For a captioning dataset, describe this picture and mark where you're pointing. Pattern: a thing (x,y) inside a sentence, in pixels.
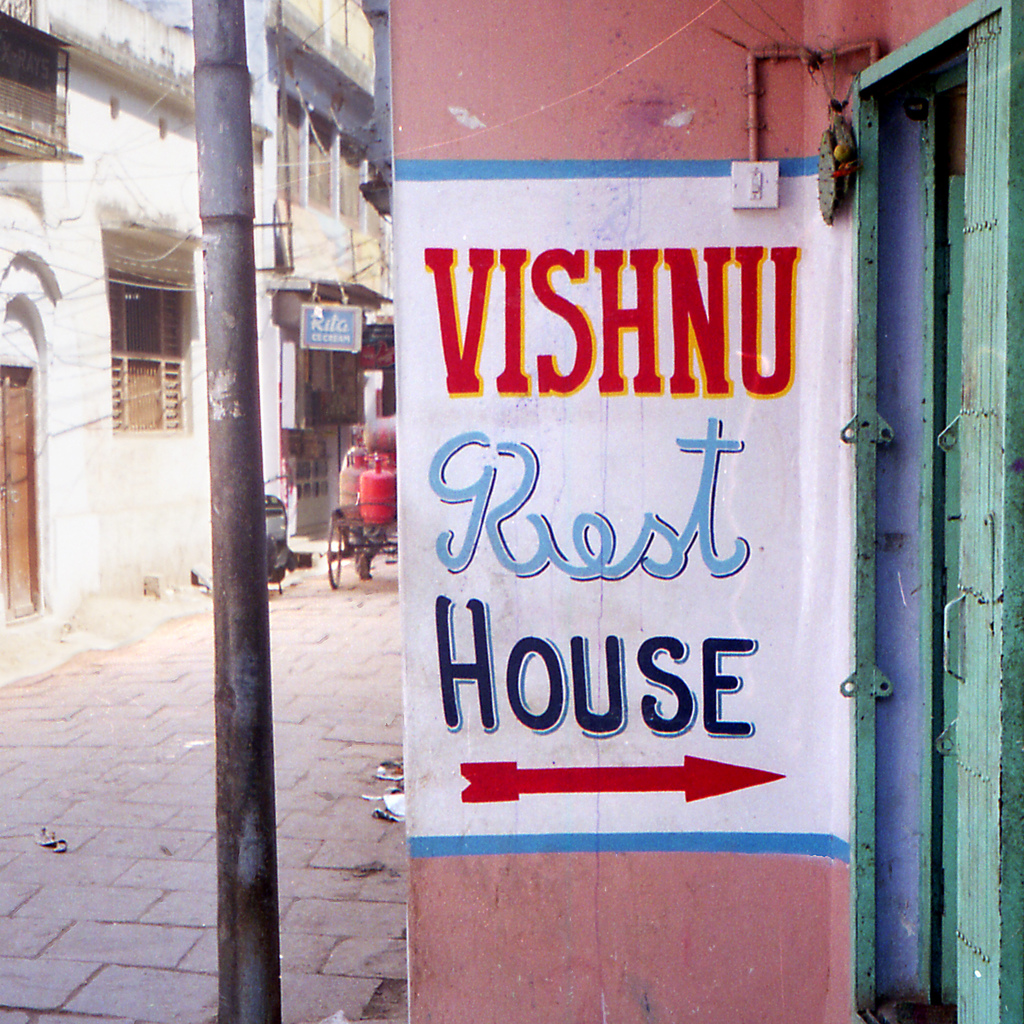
In this image, I can see a pole (237,601). These are the buildings (120,327) with doors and windows (328,131). I can see the gas cylinders (362,469) on the cart (329,545). This looks like a scooter (273,521), which is parked. I think this is a board (331,306) hanging. This looks like a painting (658,662) on the wall (790,770). I think this is an iron expandable door (959,636) with a door handle (950,601).
